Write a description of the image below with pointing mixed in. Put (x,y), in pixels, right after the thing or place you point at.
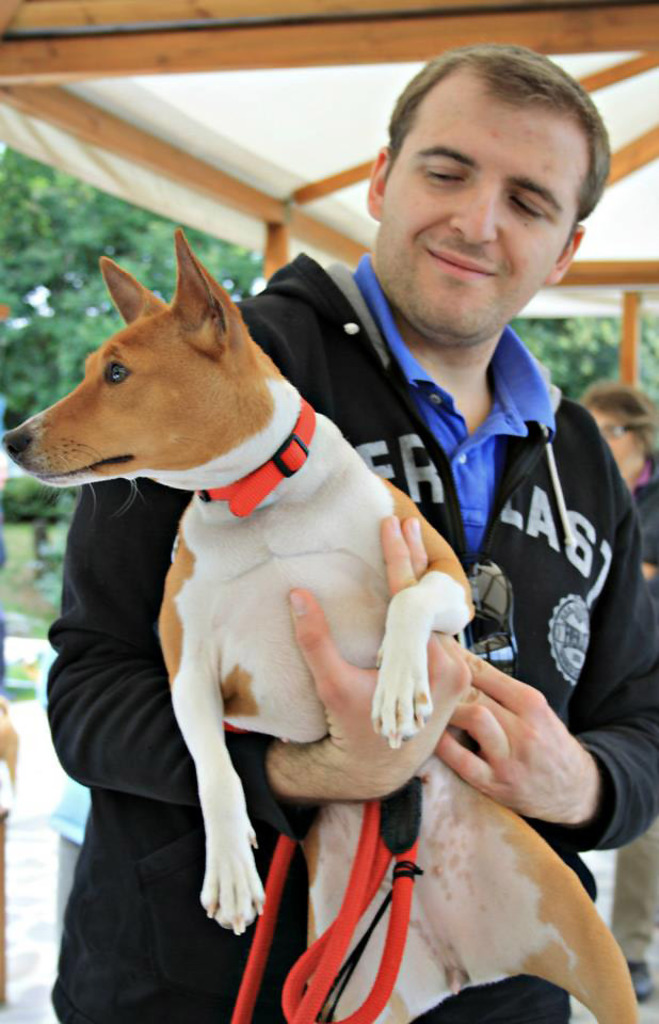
In this image I can see a man (301,337) is holding a dog (357,505) in his hand (396,765) and smiling.
